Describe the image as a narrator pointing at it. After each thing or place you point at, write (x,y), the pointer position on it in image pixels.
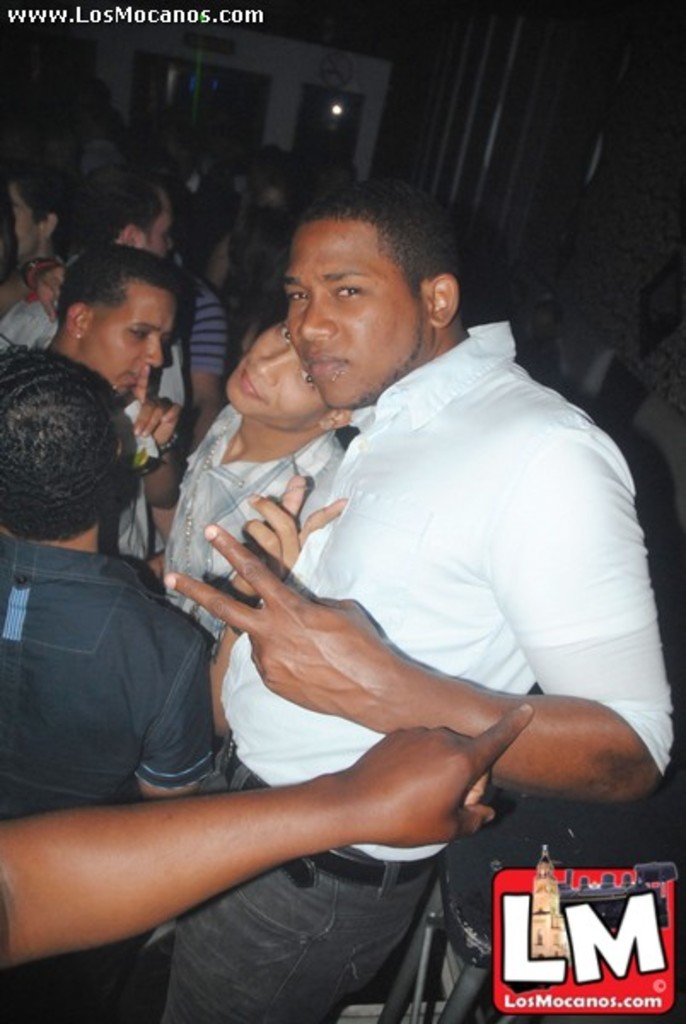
In front of the image there is some object (450,847). There are people (282,264) standing. In the background of the image (320,157) there are glass doors (222,131). There are boards (219,44) on the wall (365,70). There is some text (162,17) at the top of the image (256,16). There is a watermark (591,868) at the bottom of the image (649,921).
